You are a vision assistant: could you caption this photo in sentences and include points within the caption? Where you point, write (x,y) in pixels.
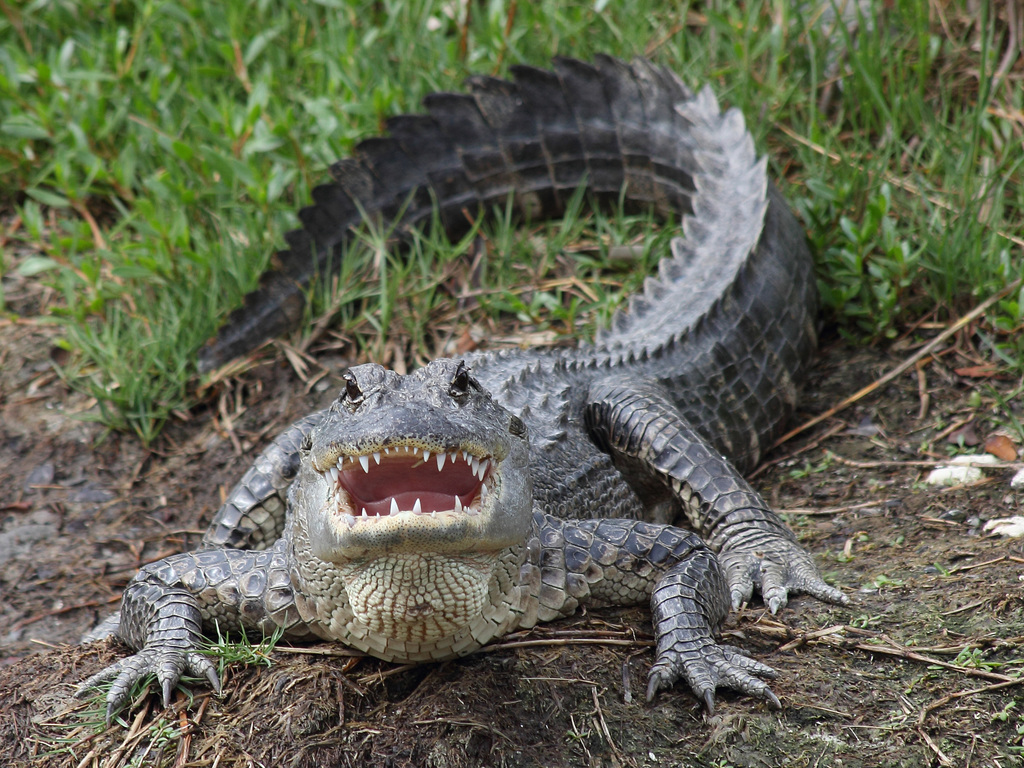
In the image we can see a crocodile (475,447), soil (38,495) and a grass (147,148).
